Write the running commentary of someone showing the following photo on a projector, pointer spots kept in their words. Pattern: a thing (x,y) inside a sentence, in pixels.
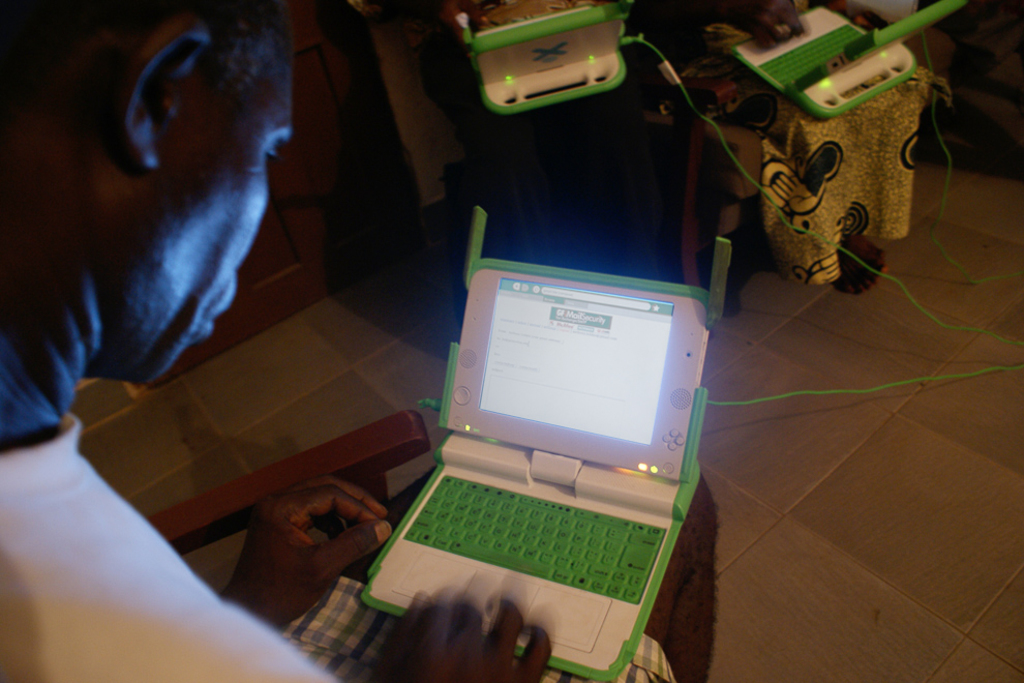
In this image there is a person (372,503) sitting on a chair (379,463). He is having a laptop (559,503) on his lap (684,627). Right side (876,193) a person (861,140) is sitting on the chair (710,131). He is having a laptop (856,66) on his lap (904,88). Top of the image (530,105) there is a laptop (514,67) which is connected with a wire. The laptop (504,112) is on a person's lap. Background (296,220) there is a wall (333,184) having a door (294,204).
